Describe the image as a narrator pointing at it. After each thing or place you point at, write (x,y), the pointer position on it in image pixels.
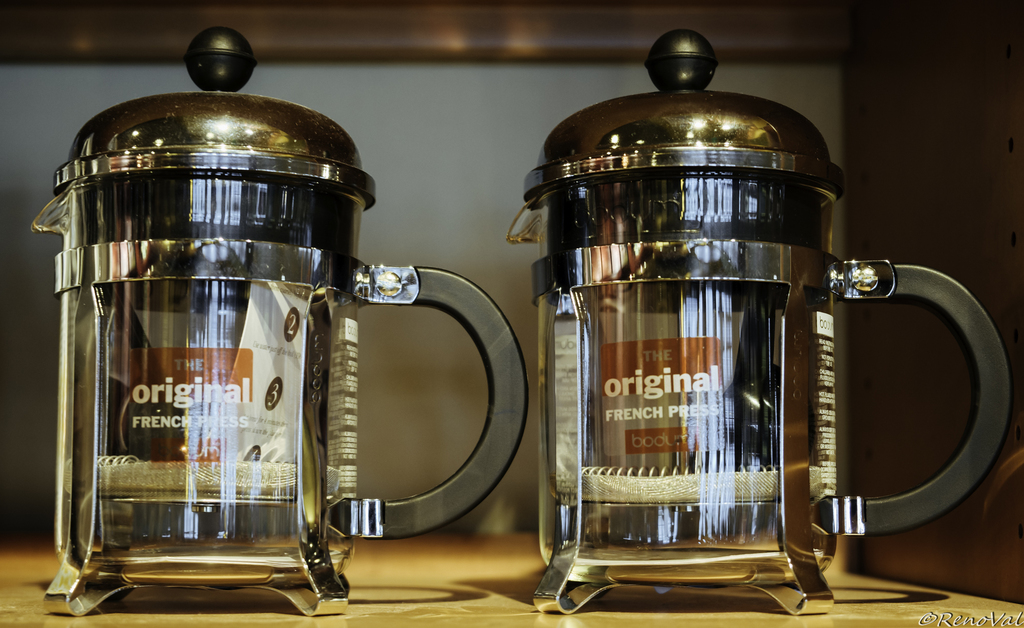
In this picture I can see two glass jugs (496,302) on the surface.
